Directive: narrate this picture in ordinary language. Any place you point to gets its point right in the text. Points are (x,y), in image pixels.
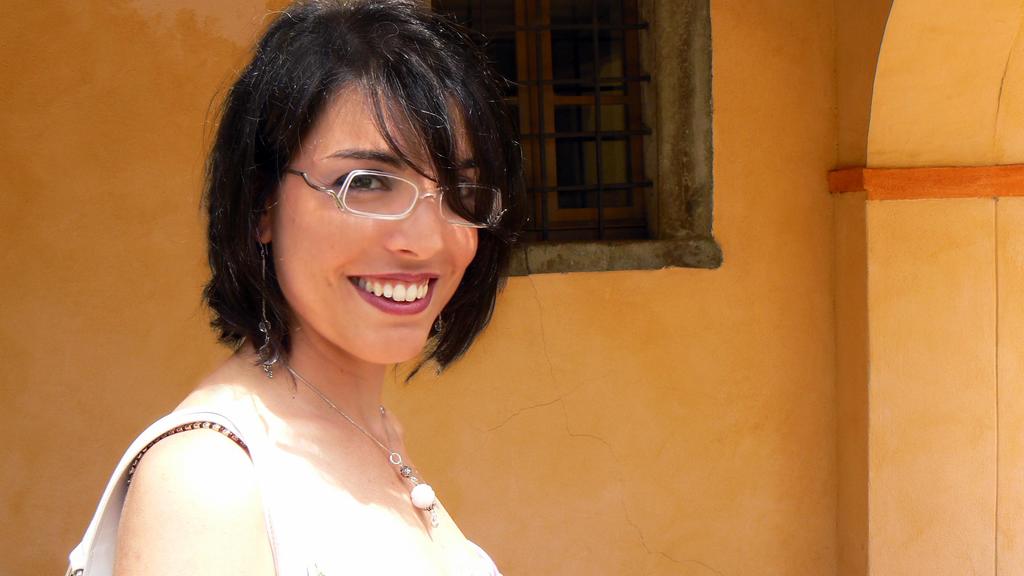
This image is taken outdoors. In the background (801,436) there is a wall (693,323) with a window (561,113). On the left side of the image (258,447) there is a woman (320,453) with a smiling face (370,283).
